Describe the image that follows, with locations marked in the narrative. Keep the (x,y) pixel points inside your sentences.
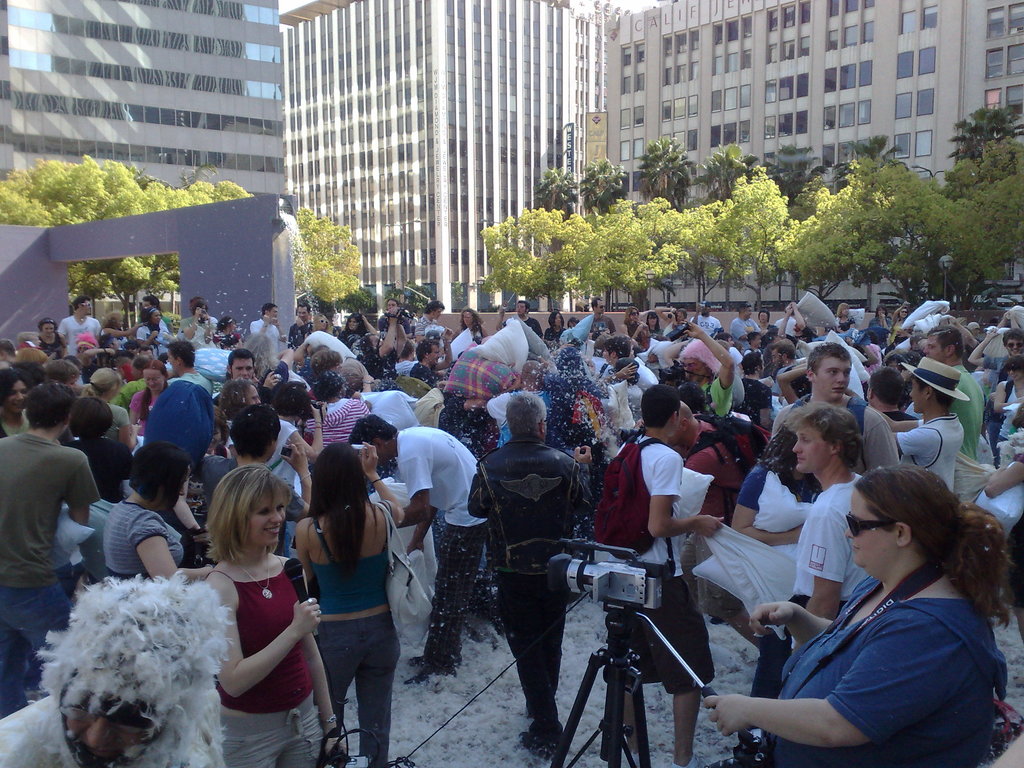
In this image we can see many persons (425,460) on the ground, camera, trees (519,265), buildings (379,151) and wall (511,312).
